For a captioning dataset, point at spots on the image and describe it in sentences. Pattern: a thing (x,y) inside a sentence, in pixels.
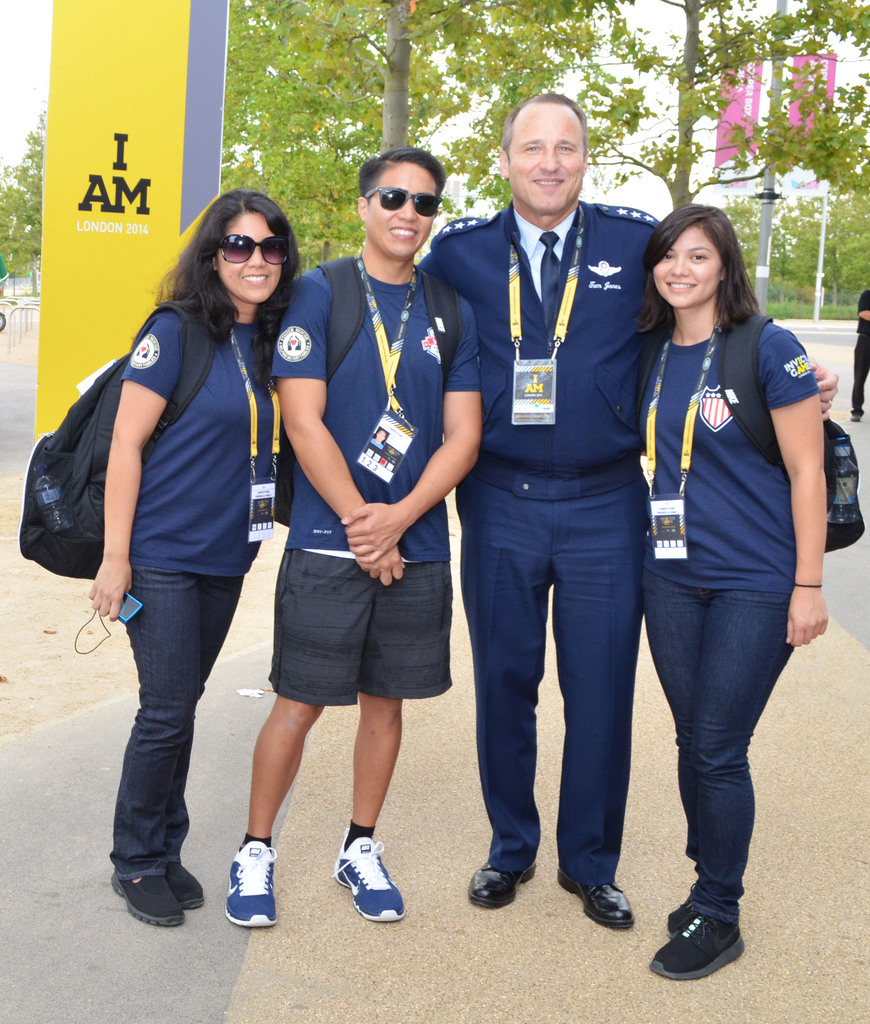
In this picture we can observe four members (583,454). All of them are smiling, wearing blue color t-shirts (330,393) and yellow color tag (275,422) in their neck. One of them is wearing blue color shirt (478,279). We can observe yellow color poster (125,156) on the left side (135,114). In the background (272,108) there are trees (784,159) and a sky (645,172).
